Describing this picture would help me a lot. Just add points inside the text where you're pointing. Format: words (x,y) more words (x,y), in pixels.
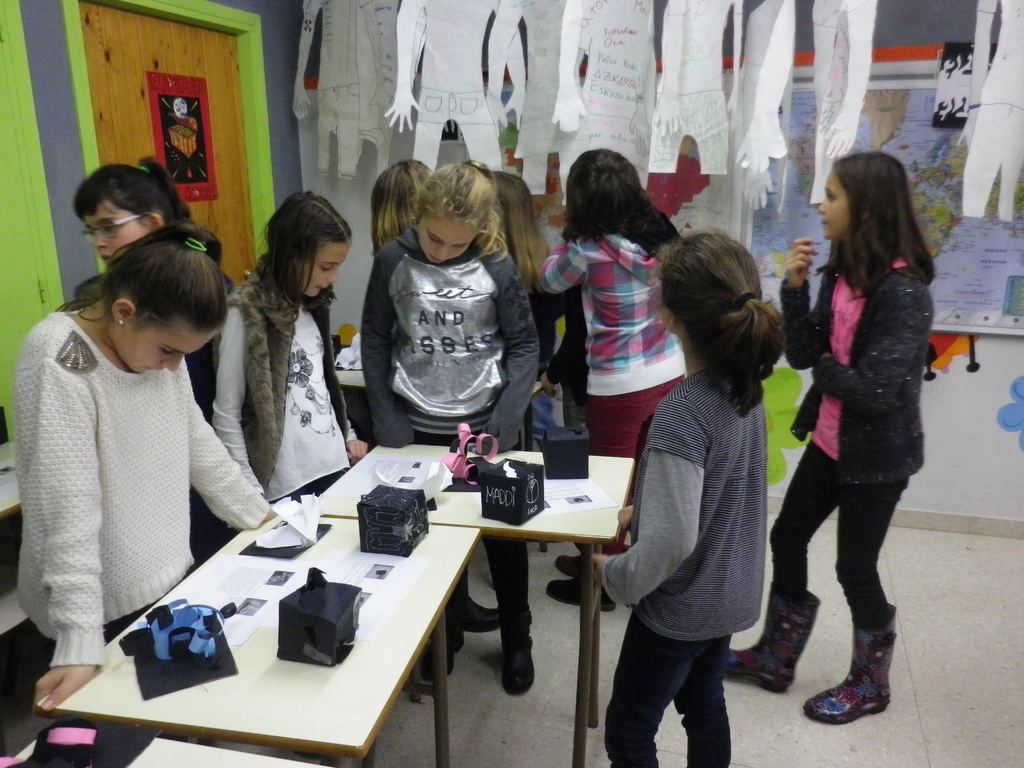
In this image there are group of girls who are looking into the paper (244,593) which is on the table (277,681). On the table (277,681) there are papers (426,461), paper boxes (515,497) on it. At the top (407,70) there are paper hangings (475,79). At the background (111,107) there is wall (67,126), door (134,128) and a map (899,121).
